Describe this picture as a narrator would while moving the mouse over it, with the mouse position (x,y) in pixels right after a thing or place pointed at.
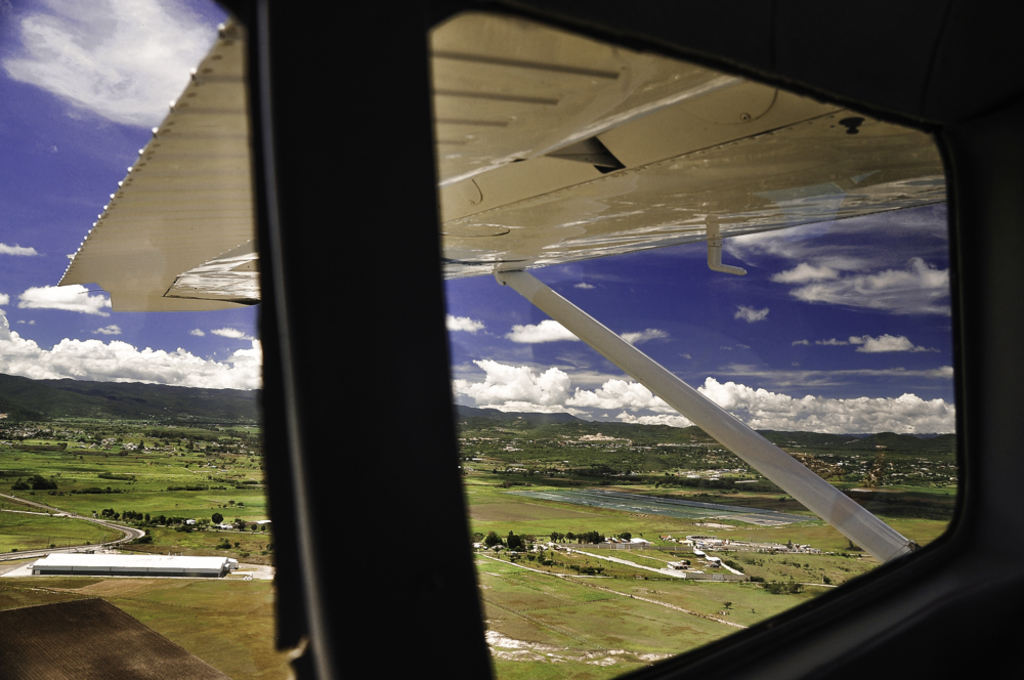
In the center of the image (664,280) there is a window (667,415). At the bottom of the image (655,522) there is grass (592,513). There are trees (619,456).
